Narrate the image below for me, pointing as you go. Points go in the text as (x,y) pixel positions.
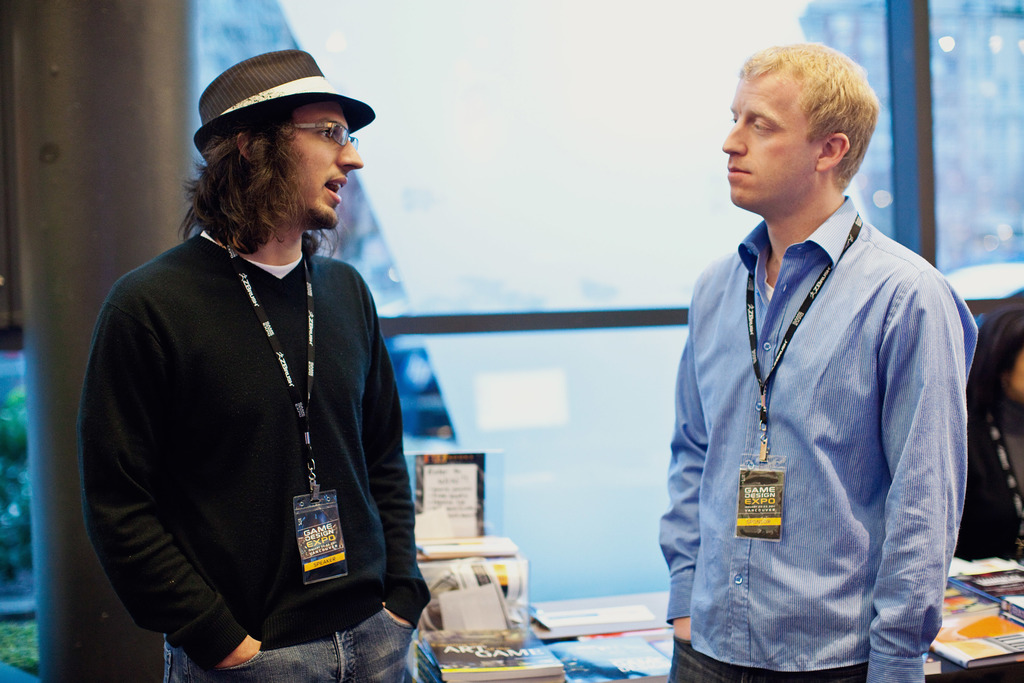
In this image, we can see two men (729,541) are standing and looking at each other. Here a person (275,260) is talking and wearing a hat (275,103) and glasses (339,133). Background (55,258) we can see pillars (94,243), glasses (667,277), books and few objects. On the right side of the image (984,434), we can see a person (992,471).
